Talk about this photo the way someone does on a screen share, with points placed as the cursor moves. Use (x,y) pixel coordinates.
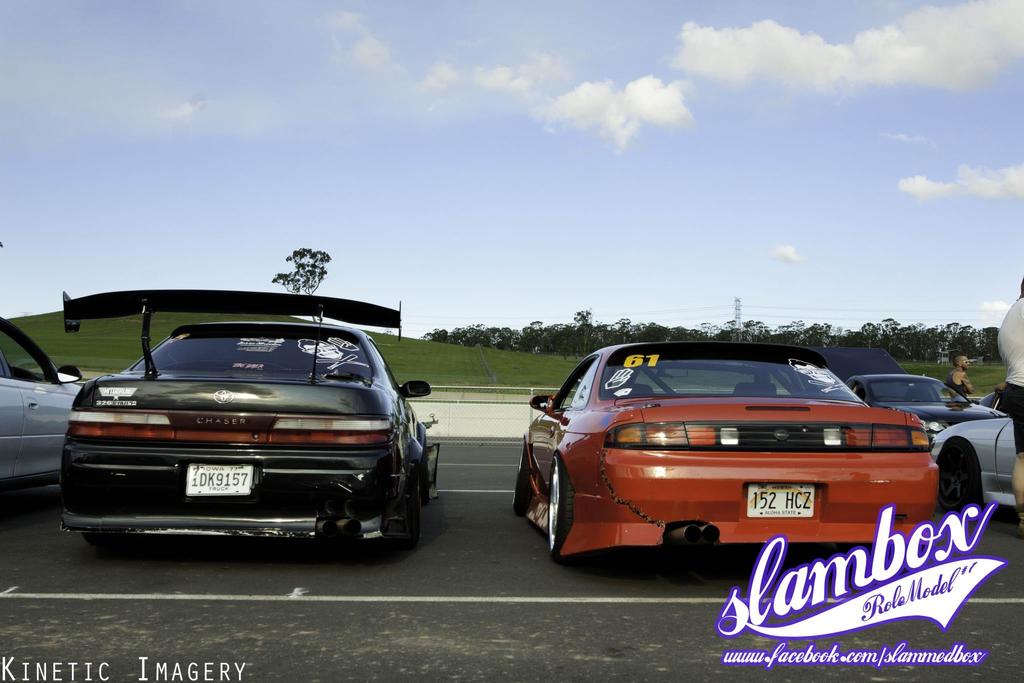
This is an outside view. At the bottom (308,614) there is a road (651,634) and I can see few cars (578,426) on the road (472,590). On the left side (50,332) there is a hill (109,334). In the background (830,346) there are some trees (727,332). On the right side (962,389) there are two persons (1015,344). At the top of the image (459,147) I can see the sky (713,185) and clouds (837,74). At the bottom of this image (900,602) I can see some edited text (829,619).
